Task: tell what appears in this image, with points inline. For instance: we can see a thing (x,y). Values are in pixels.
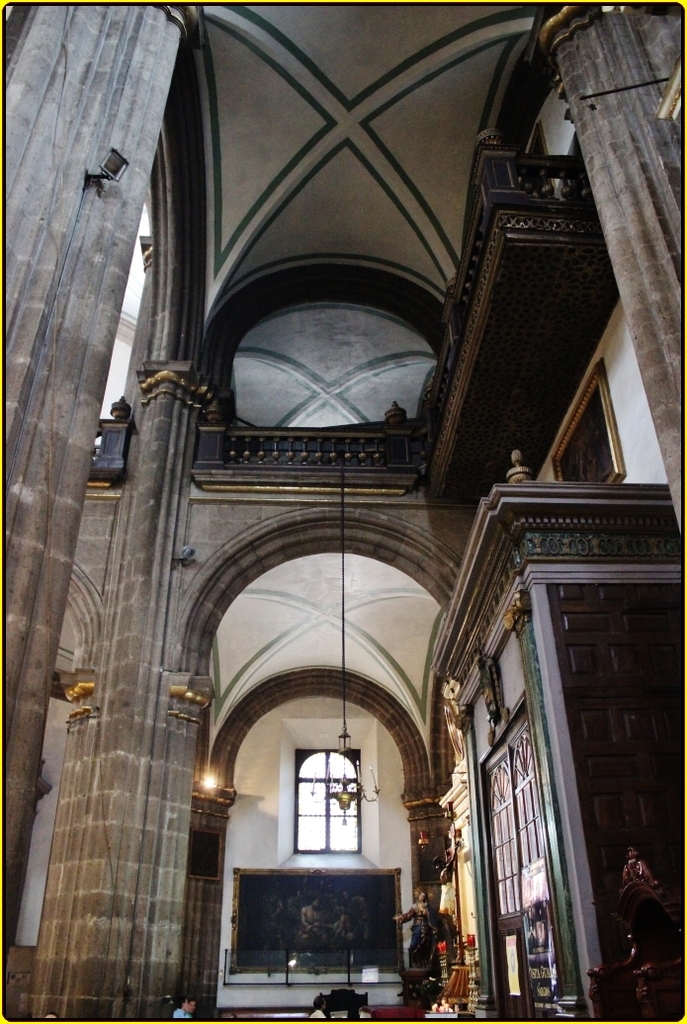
This picture is of inside. On the right (564,558) there is a cabinet (581,700) and a picture frame (602,383) hanging on the wall (614,365). In the background (113,632) we can see the wall (386,825) with the arch (369,521) and pillars (163,761) and we can see the window (349,811) and chandelier (356,798) and some items (427,953) placed on the right side (466,959).
